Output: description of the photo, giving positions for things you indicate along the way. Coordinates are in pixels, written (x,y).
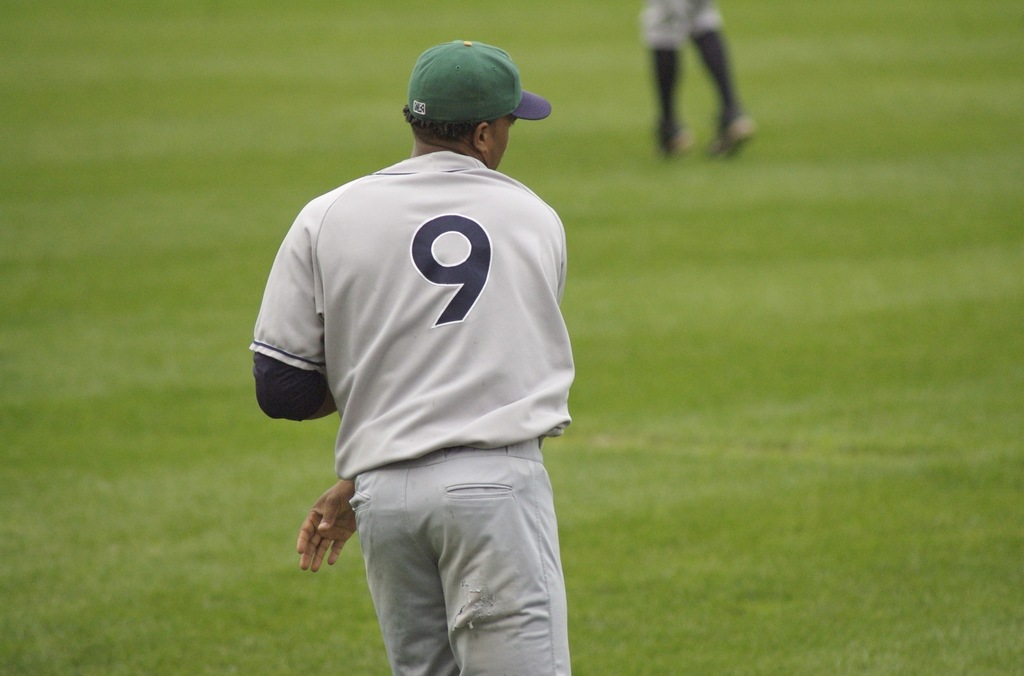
In the center of the image (453,364) a man (466,272) is standing and wearing a hat (456,108). In the background of the image (210,152) grass (574,262) is present. At the top of the image (705,39) a person's legs (736,94) are there.
